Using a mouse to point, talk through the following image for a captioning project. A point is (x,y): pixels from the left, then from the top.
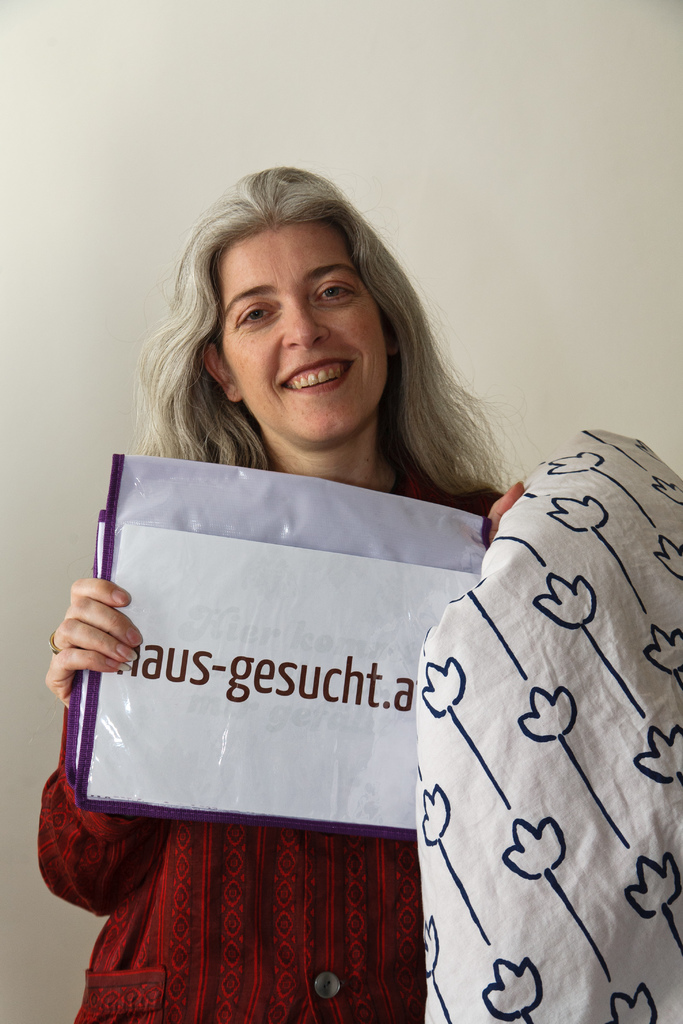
In this image we can see a lady (218,952) holding a paper (181,649) with something written. Also there is a cloth (520,722). In the background (524,147) there is a wall (163,205).
